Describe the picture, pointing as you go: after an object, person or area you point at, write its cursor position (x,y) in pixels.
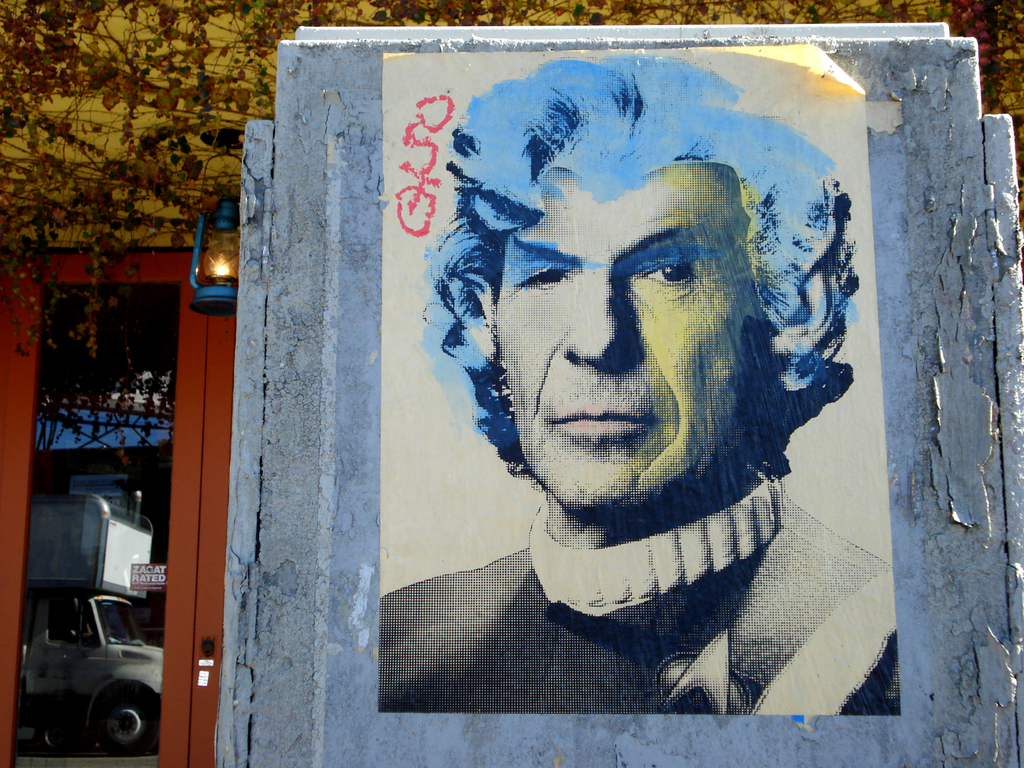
In this picture we can see a poster (459,428) of a person (513,377) on the wall (347,321). On the left side of the wall (272,335), there is a lantern (216,265), wall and a glass door (107,549). On the glass door (97,561), we can see the reflection (109,583) a board (154,586) and a vehicle (100,601). At the top of the image (127,145), there are creeper plants (133,127).
